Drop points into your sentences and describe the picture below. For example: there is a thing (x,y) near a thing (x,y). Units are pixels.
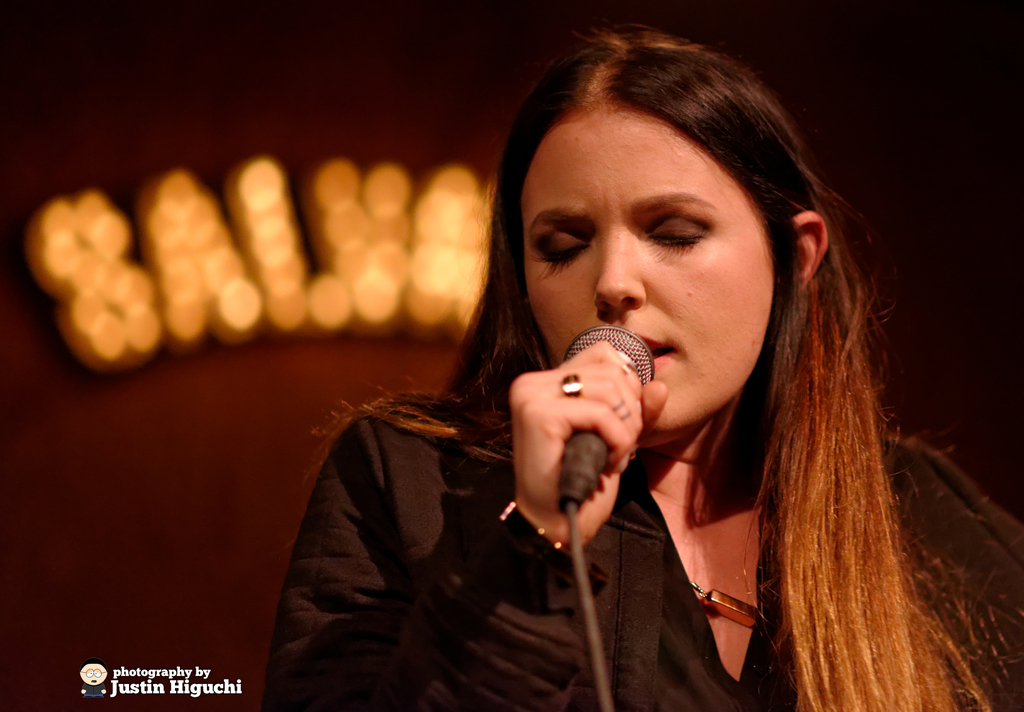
In the middle (677,431) there is a woman (650,619) she is wearing a black beautiful dress (643,617), she is holding a mic (591,479), i think she is singing. In the background (364,241) there is a text (293,273) with lights (295,284).
